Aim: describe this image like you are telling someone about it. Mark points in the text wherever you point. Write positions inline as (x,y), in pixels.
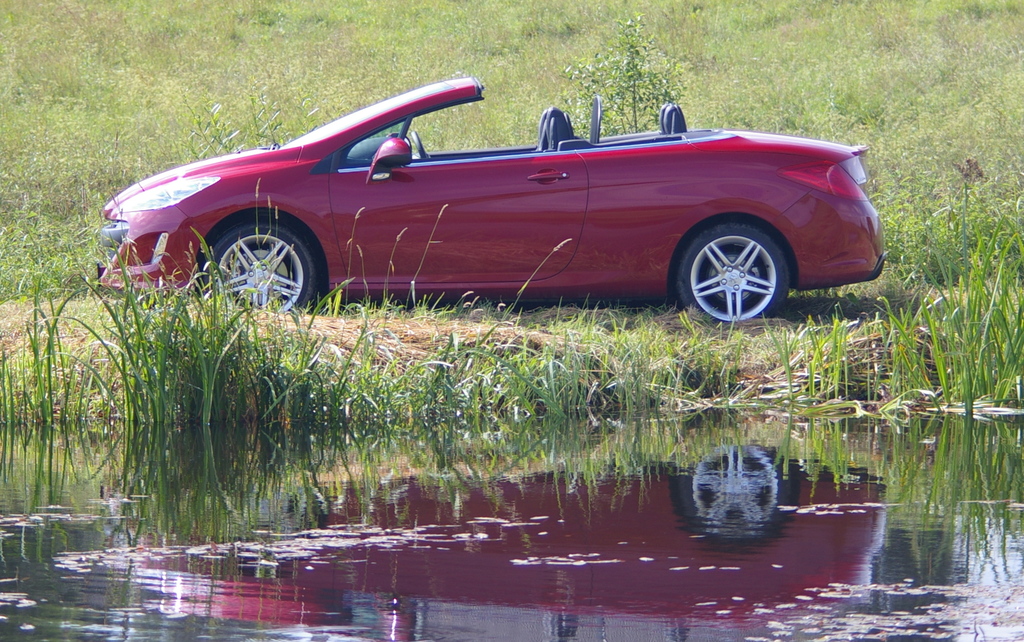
In the center of the image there is a red color car (242,230). In the background of the image (406,45) there is grass (558,48). At the bottom of the image (248,514) there is water (254,619) in which there is a reflection (531,476) of a car (569,583).
